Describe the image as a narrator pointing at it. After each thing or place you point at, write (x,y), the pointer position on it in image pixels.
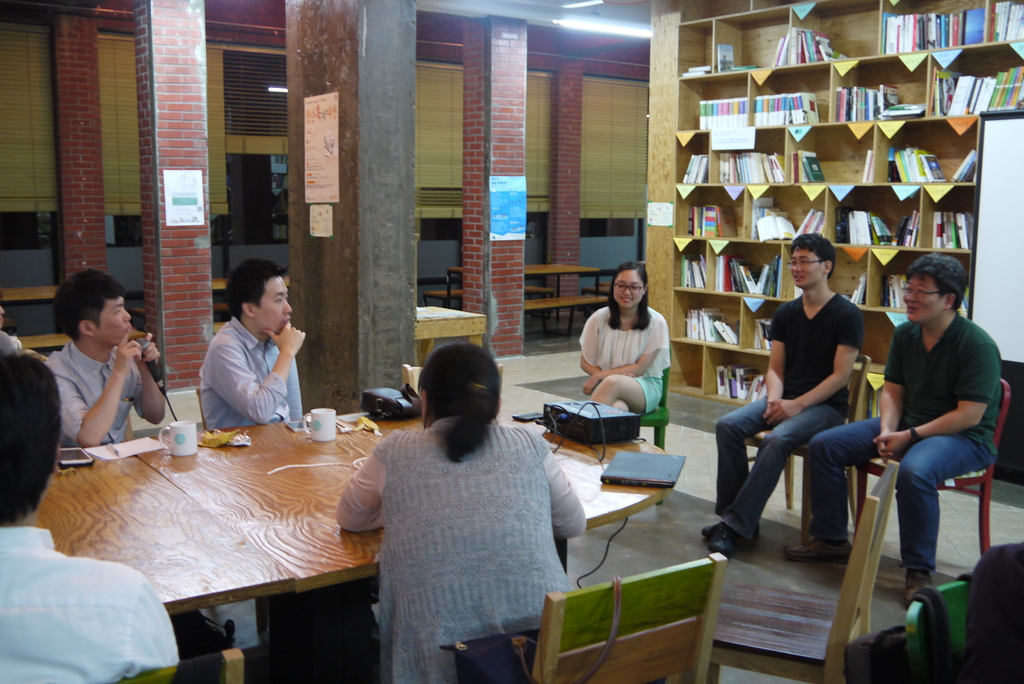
In a room (558,359) two ladies (605,325) and five men (816,460) are sitting. In front of them there is a table (206,505). On the table (142,488) there is a mobile phone (64,457), paper (121,453), pen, cup (179,452), projector (576,423), laptop (632,476). In the background (784,133) there is a cupboard (770,141) with many books (810,166) in it. We can see many pillars (170,149). And some chairs (595,628), bags (464,672).
